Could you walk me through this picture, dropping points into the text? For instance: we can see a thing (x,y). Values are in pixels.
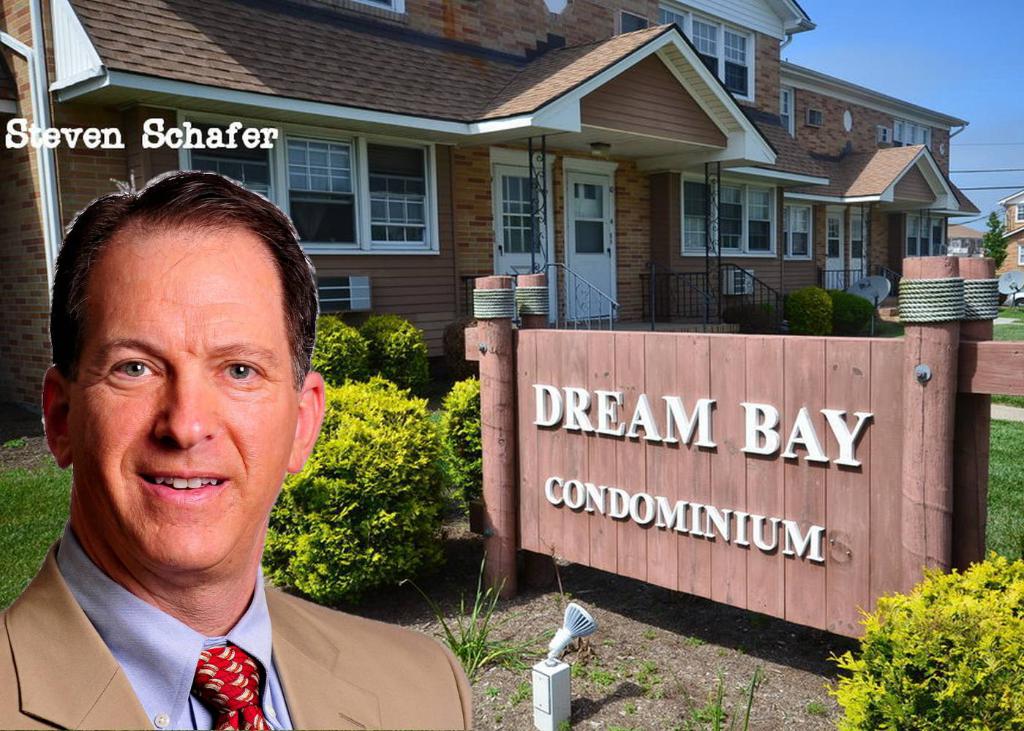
In this image we can see a person (405,690) wearing coat (311,670) and tie (243,687). In the background (428,483) we can see group of trees (351,478), sign board (675,423) and a light (548,718) placed on the ground (573,694) and group of buildings (917,248) and sky (927,42).
